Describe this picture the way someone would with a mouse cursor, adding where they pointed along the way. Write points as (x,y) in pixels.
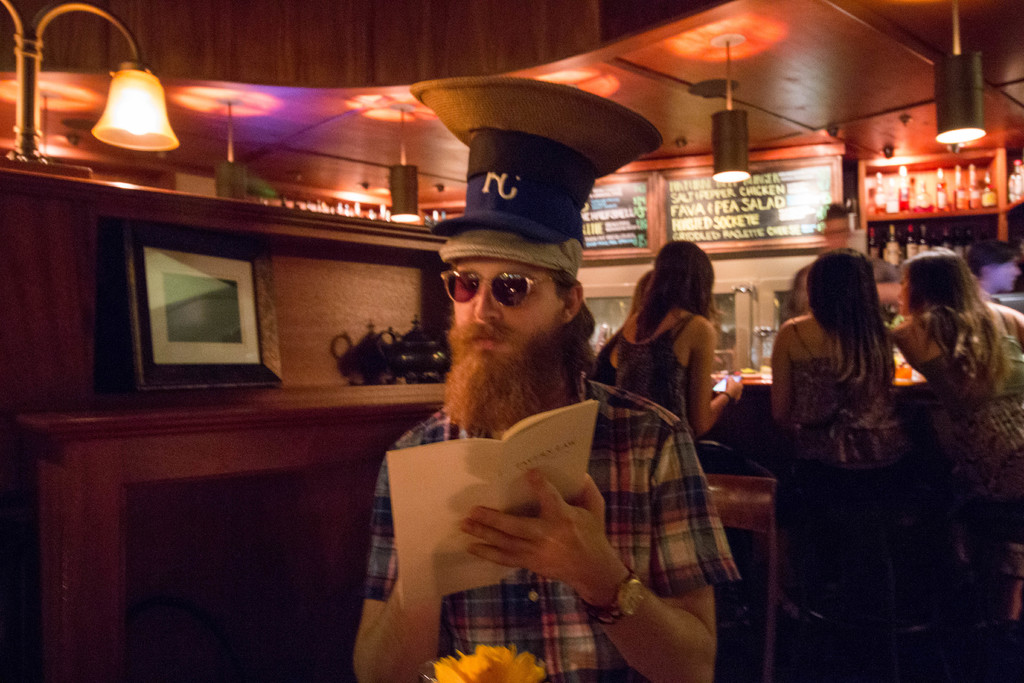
This picture shows the inner view of a building (237,223). There are some lights (127,125) attached to the ceiling (811,123), one photo frame (187,285) on the surface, one man (1012,249) standing near the table (740,372), one flower (472,655) on the surface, some bottles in the cupboard (1008,181), four women (887,469) sitting on the chairs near the table (756,384) and some objects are on the table (906,379). There are some objects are on the surface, one woman (638,331) holding cell phone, two boards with text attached to the wall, one man (655,419) sitting on the chair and holding a book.
